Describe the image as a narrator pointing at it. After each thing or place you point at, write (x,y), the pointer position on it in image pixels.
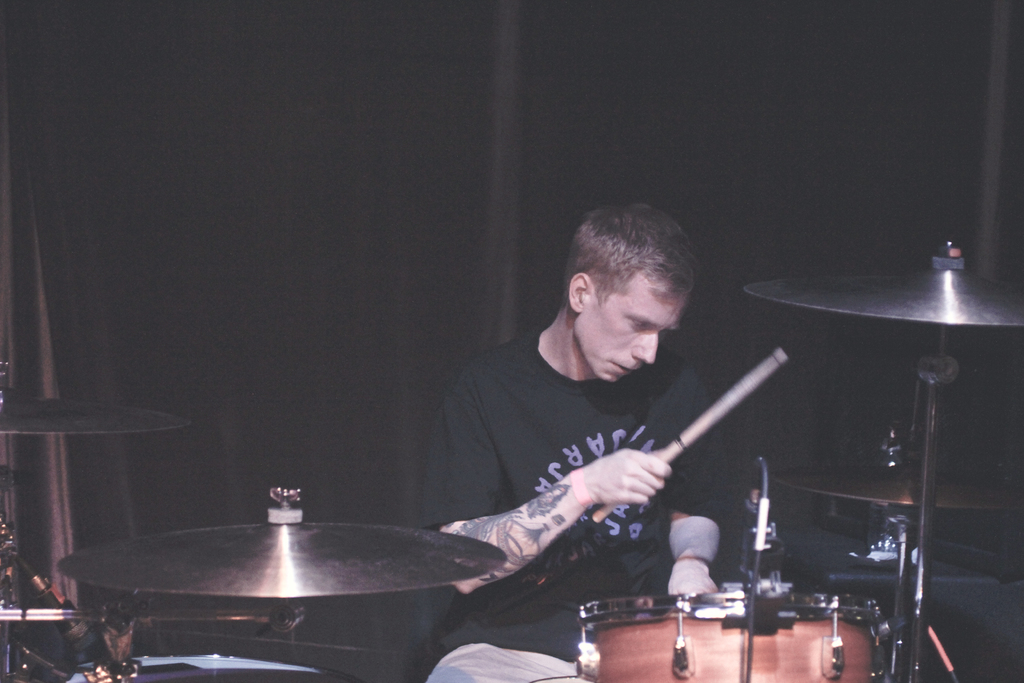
In this image, we can see a person (644,476) is holding a stick (689,430). At the bottom (661,678), we can see drum kit (873,611). Background (416,300) we can see the dark view.
